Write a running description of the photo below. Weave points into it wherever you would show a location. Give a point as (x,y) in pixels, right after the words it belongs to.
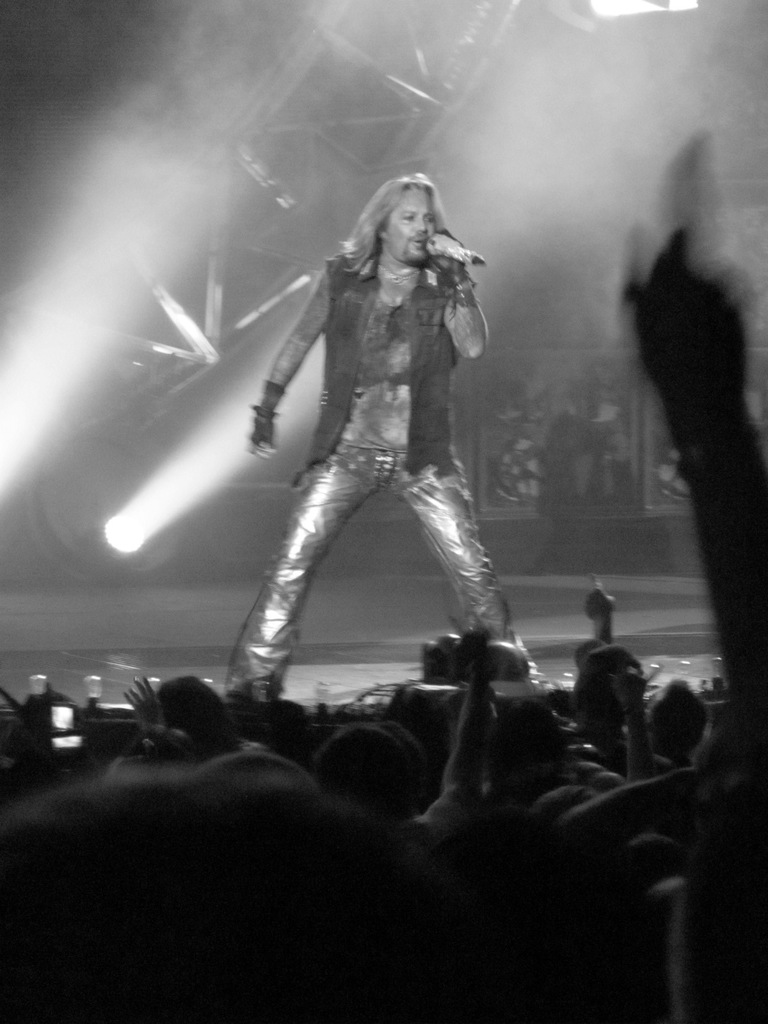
This is a black and white image. This looks like a musical concert. There are some persons (349,919) at the bottom (435,860). There is a person (446,419) in the middle (376,372), who is holding a mic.
